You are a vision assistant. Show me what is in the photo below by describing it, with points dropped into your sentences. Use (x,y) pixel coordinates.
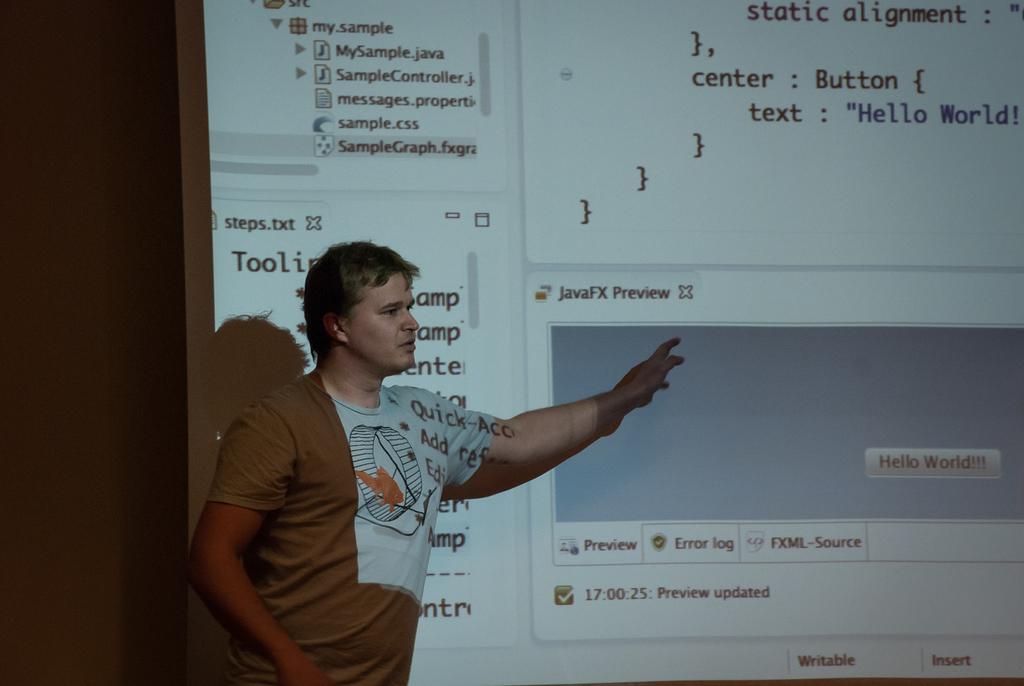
In this image there is a person (381,422) standing and talking, there is a screen (743,158) truncated towards the right of the image (838,163), there is text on the screen (812,433), at the background of the image (62,191) there is a wall (78,260) truncated towards the left of the image (81,294).
